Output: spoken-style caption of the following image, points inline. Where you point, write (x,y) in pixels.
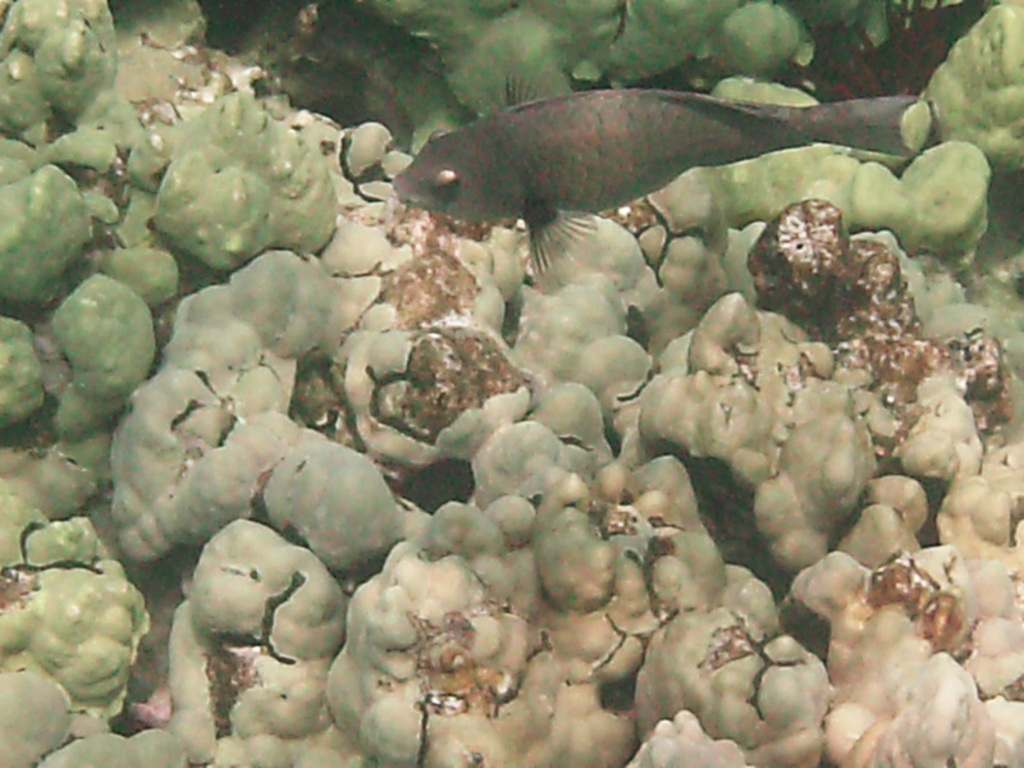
In this image I can see the underwater picture in which I can see a fish (575,193) which is grey and black in color. I can see few other objects (384,328) which are green, cream and brown in color.
